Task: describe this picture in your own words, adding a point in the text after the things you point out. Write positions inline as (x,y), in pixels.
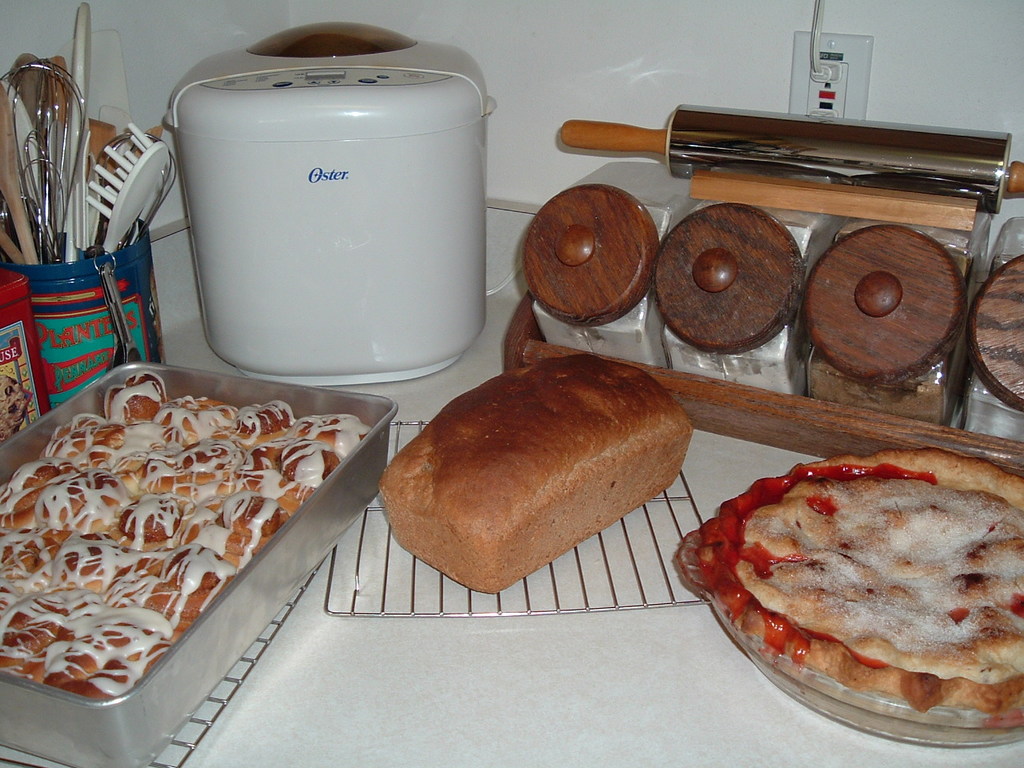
In this image I can see a table (489,634), on the table (675,483) I can see a tray (3,575) and on the tray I can see a food item (260,444) and I can see bread pieces (571,542) kept on the table (588,671), and I can see a wooden tray (775,400) visible and I can see some objects (618,269) and I can see a bowl (33,302) and on the bowl (51,282) I can see spoons (136,175) and at the top (312,16) I can see the wall (567,66) and a cable cord (818,35) attached to the wall (780,85).
